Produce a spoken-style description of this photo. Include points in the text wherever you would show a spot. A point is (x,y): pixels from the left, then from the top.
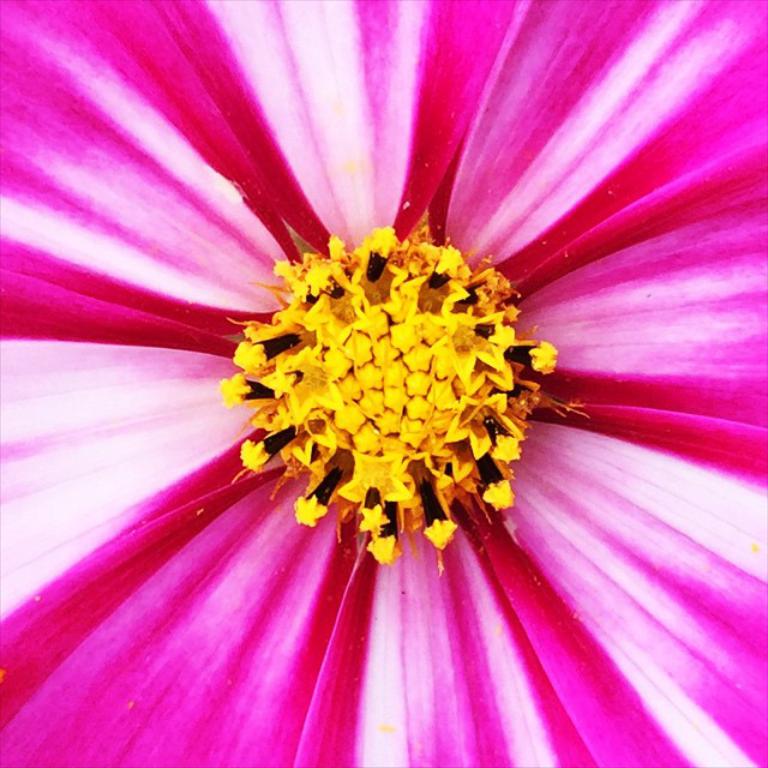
In this image we can see a close picture of a flower (319,315).
